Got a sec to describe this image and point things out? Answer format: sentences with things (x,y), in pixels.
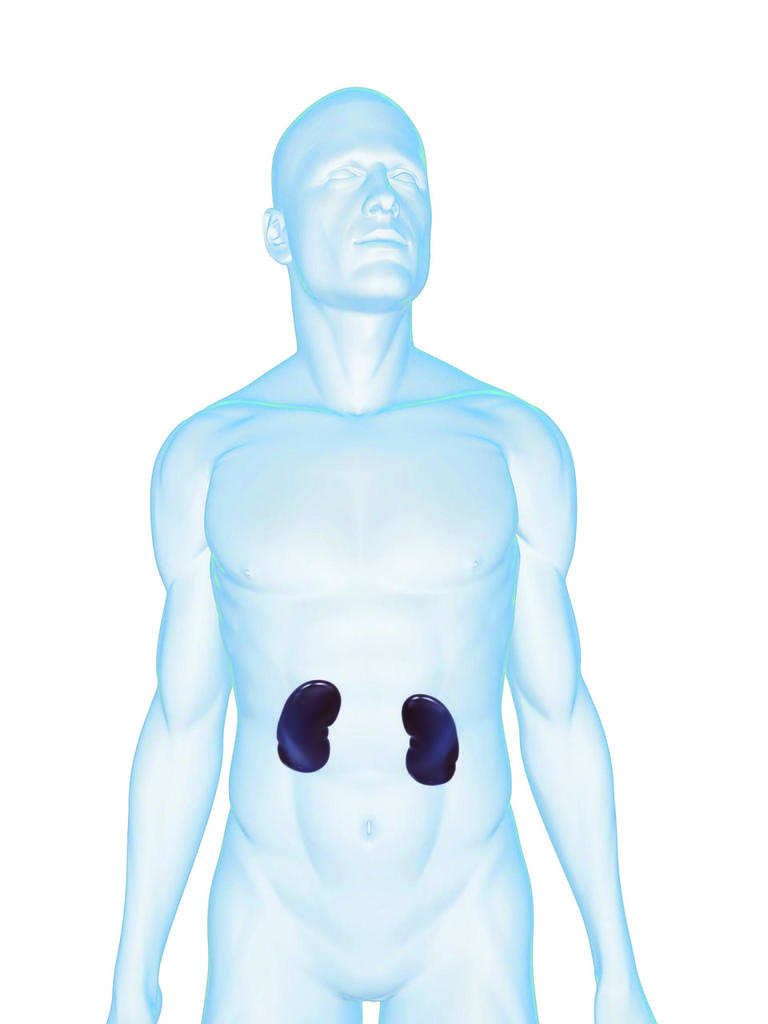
In the center of the image (262,367) there is a depiction of a person (213,641).
